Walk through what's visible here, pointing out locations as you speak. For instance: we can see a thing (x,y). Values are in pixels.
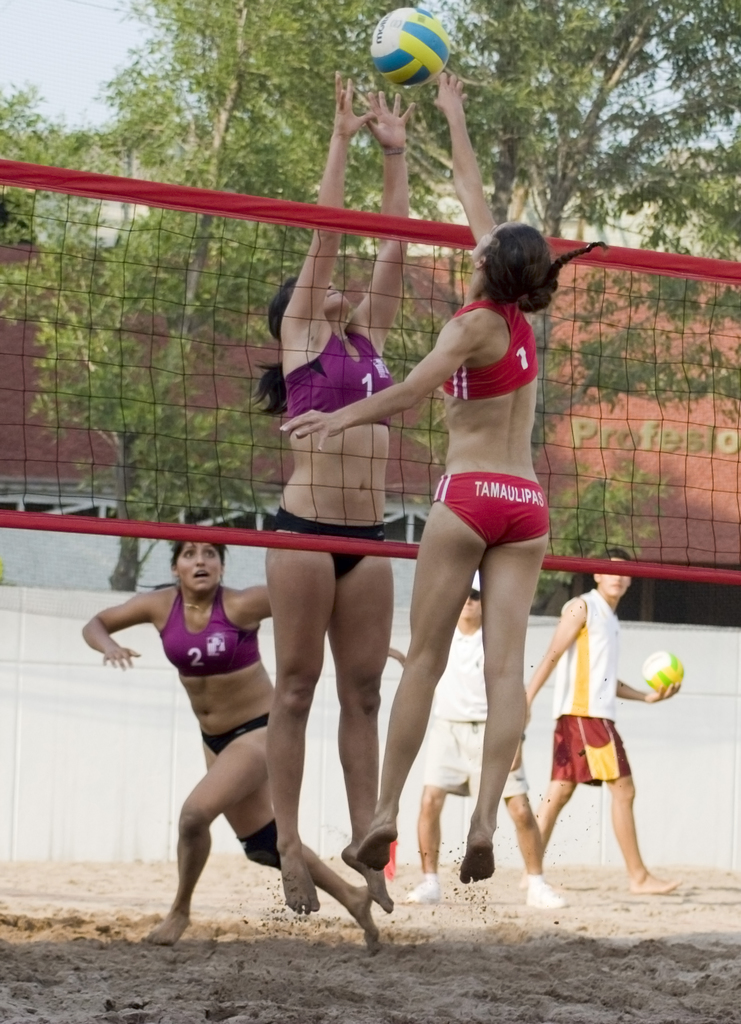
In this image there is the sky (114,67) towards the top of the image (81,57), there is the wall (571,459), there is text (648,433) on the wall (711,405), there are players (252,801) playing volleyball, there is a net (409,421), there is a man (612,657) walking, he is holding an object (661,680), there is a man (448,708) standing, there is sand (308,969) towards the bottom of the image (328,941).
